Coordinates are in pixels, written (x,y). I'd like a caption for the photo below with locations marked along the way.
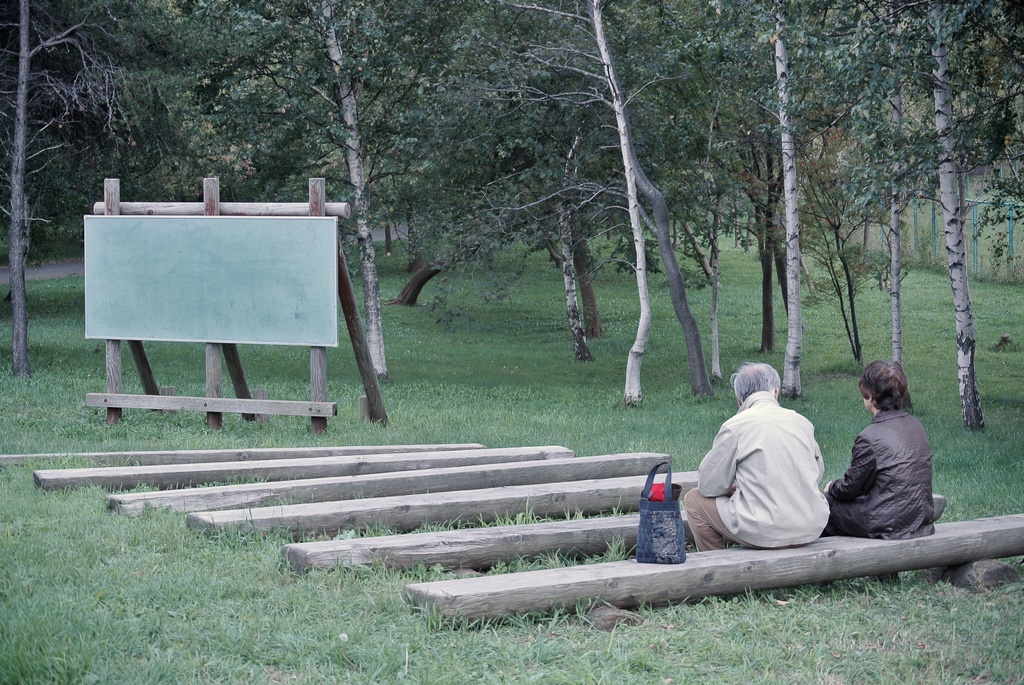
At the bottom of the image (357,491) we can see wooden logs (476,606). On the right (805,535) there are two people (812,524) sitting on the log (811,547) and there is a bag (664,548). In the background (229,348) we can see a board (330,329) and trees (684,232).
